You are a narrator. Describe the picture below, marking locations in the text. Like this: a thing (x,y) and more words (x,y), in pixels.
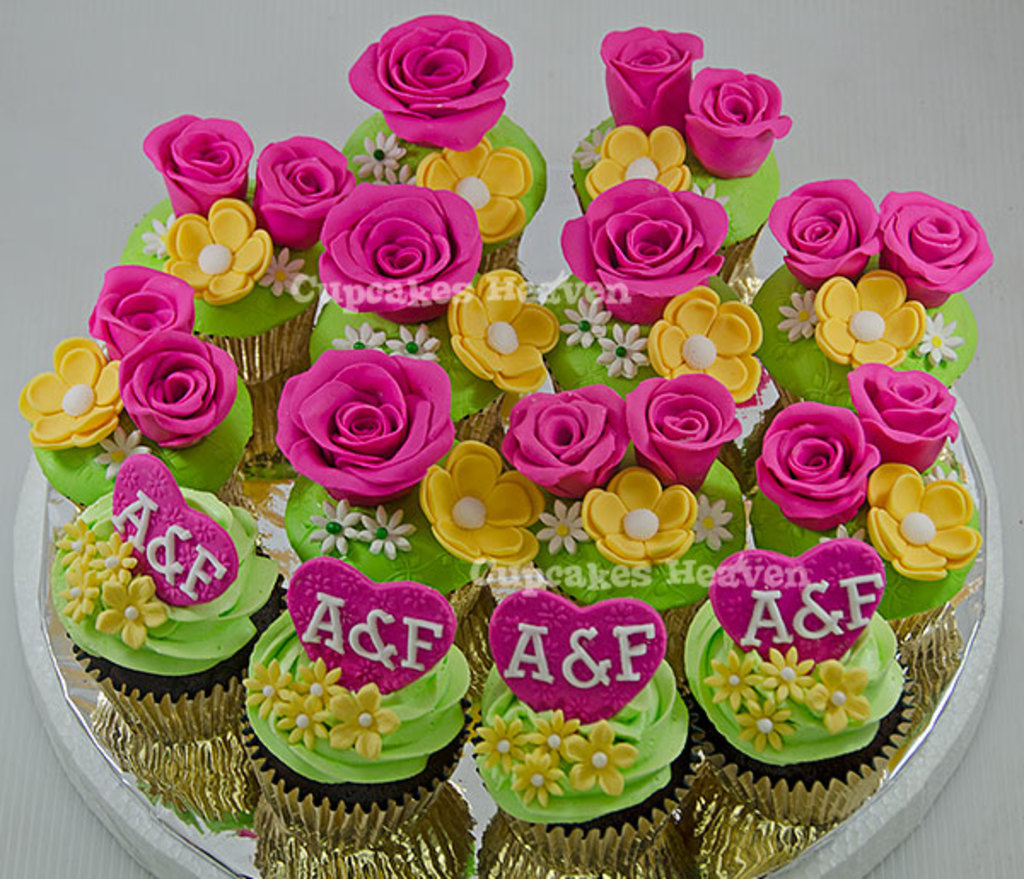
In this picture we can see some cupcakes (152,708). There are few roses (346,171) and hearts (589,702) on these cakes (775,516). There is a text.
